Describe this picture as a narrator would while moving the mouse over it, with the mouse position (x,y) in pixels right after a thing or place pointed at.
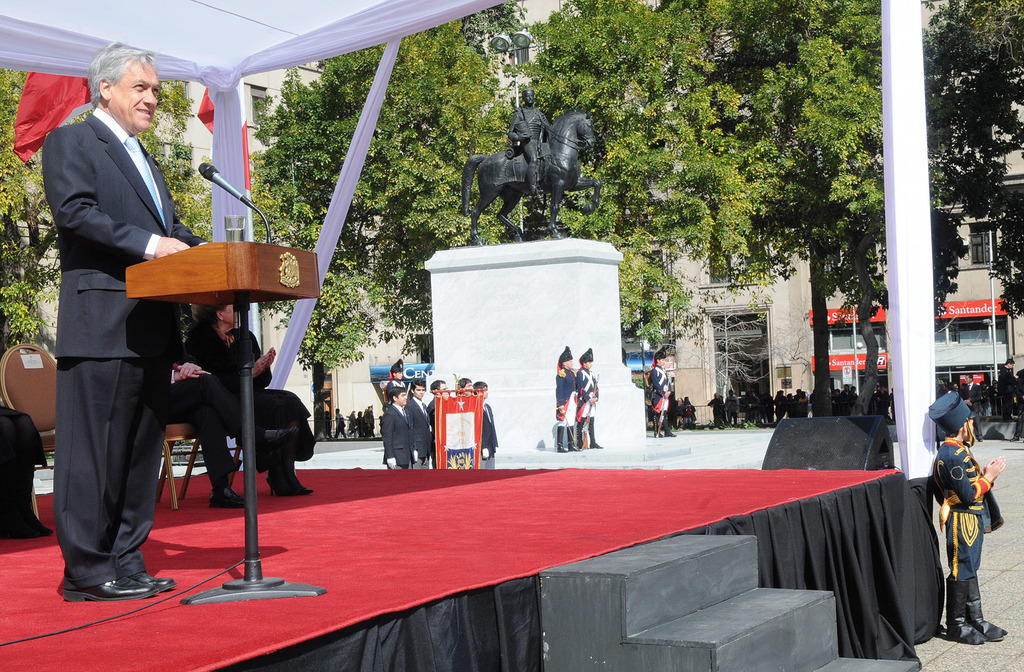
In this image I can see few people (62,294) are on the stage (264,542). I can see one person (176,228) standing in-front of the podium (159,271) and on the podium (190,276) I can see the mic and the glass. To the right (691,320) I can see many people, statue (541,171) of the person (524,142) sitting on the horse (510,179), many trees (538,210) and the buildings (694,342) with the windows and the boards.
